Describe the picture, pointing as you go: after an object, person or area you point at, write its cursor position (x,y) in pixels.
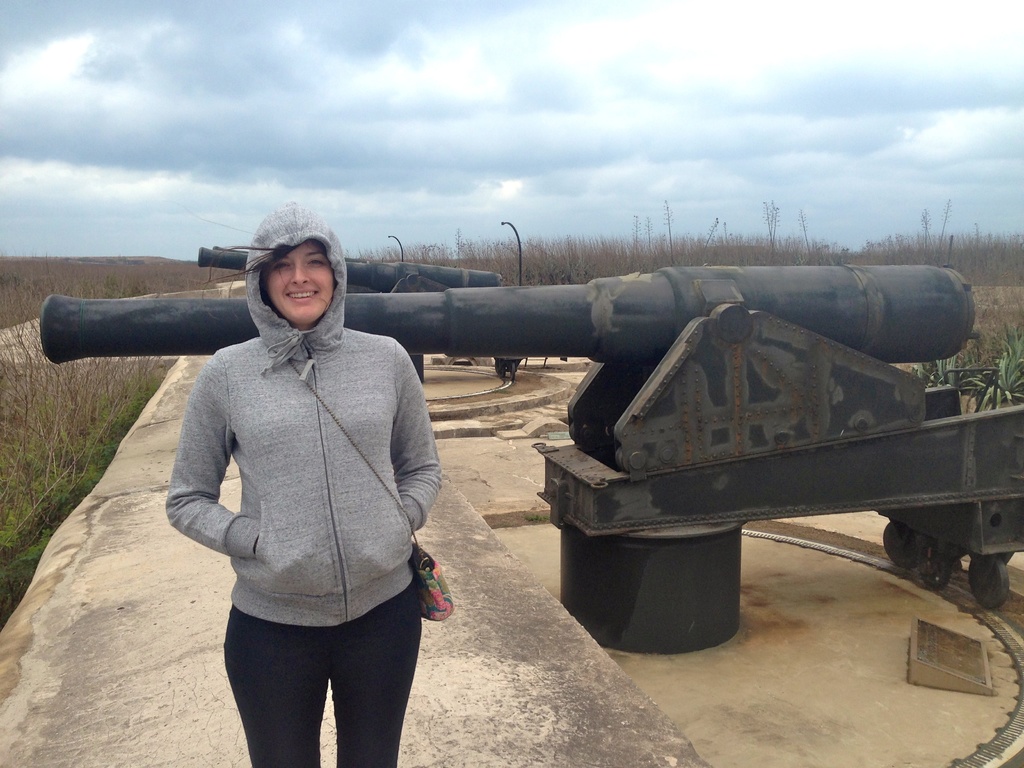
In this image there is a woman (298,507) standing in the center (382,503) and smiling. In the background (442,322) there are cannons (446,304) and there are dry trees (552,257) and the sky (427,125) is cloudy.
